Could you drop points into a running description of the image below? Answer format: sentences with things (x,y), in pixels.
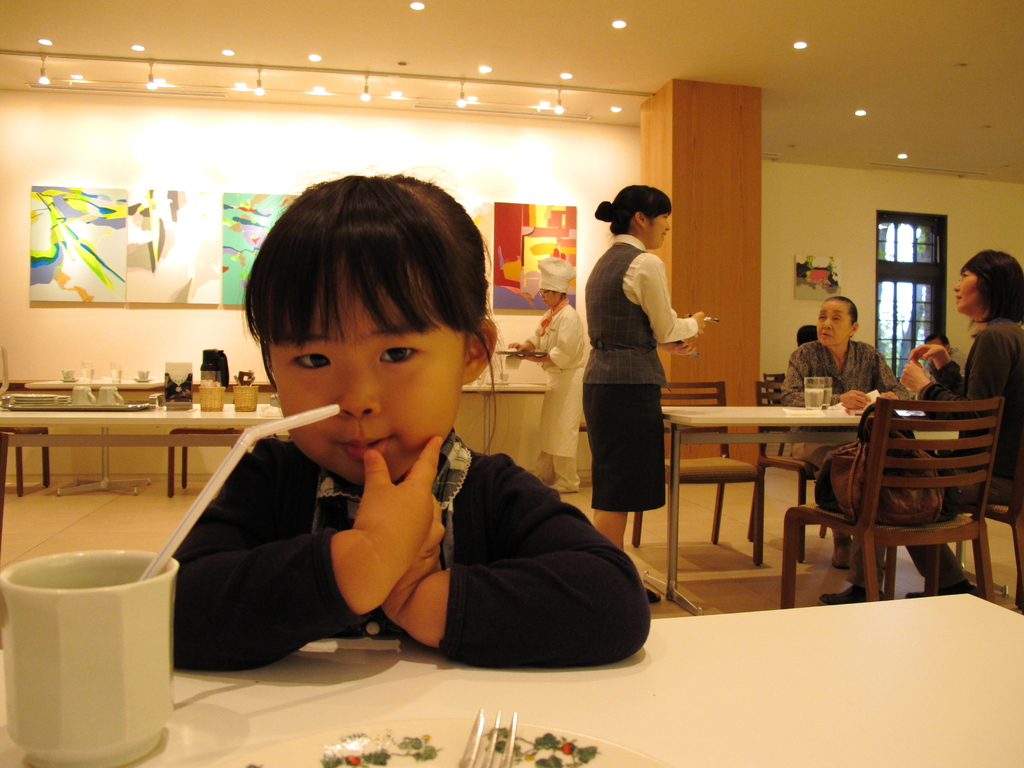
In the picture we can see some people (984,316) are sitting on the chairs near the table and one girl (297,388) is sitting on another chair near the table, on that table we can see a cup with straw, in the background (928,178) we can see some tables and some things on it, and wall (22,123) with the paintings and ceiling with the lights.
